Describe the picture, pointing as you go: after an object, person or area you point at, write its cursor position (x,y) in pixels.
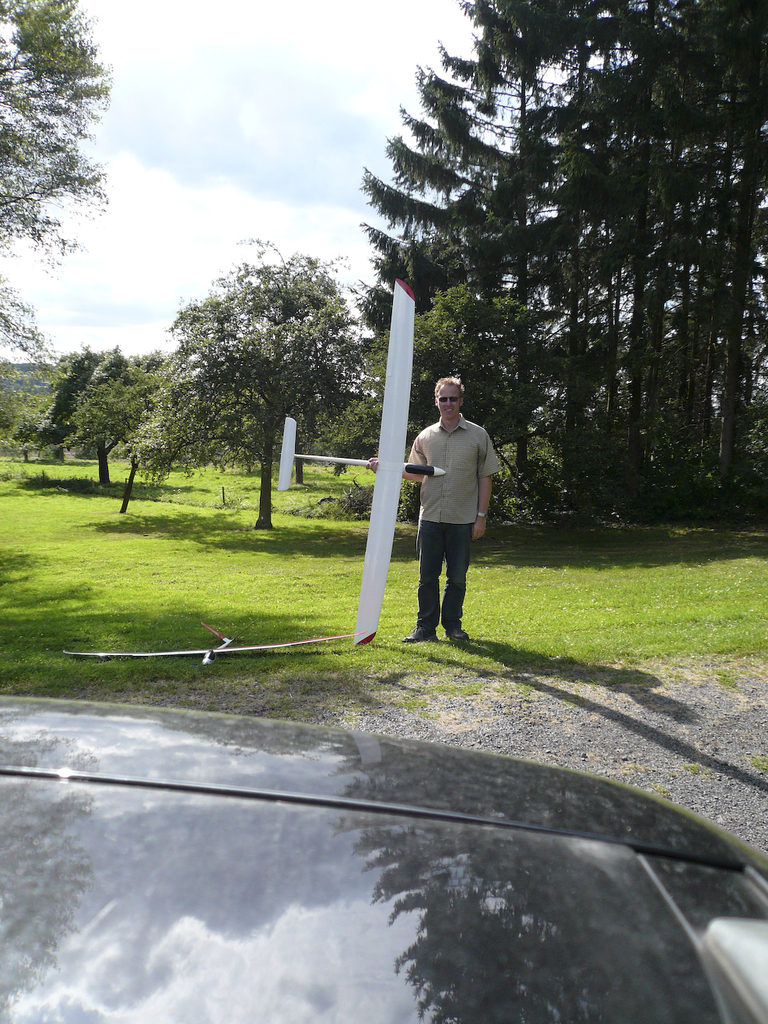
In this image I can see a person (429,608) standing on grass (419,646), at the bottom (347,978) I can see vehicle part (548,871) and person (439,462) holding an object (387,455), at the top (194,222) I can see the sky (340,90) and trees (407,253).
